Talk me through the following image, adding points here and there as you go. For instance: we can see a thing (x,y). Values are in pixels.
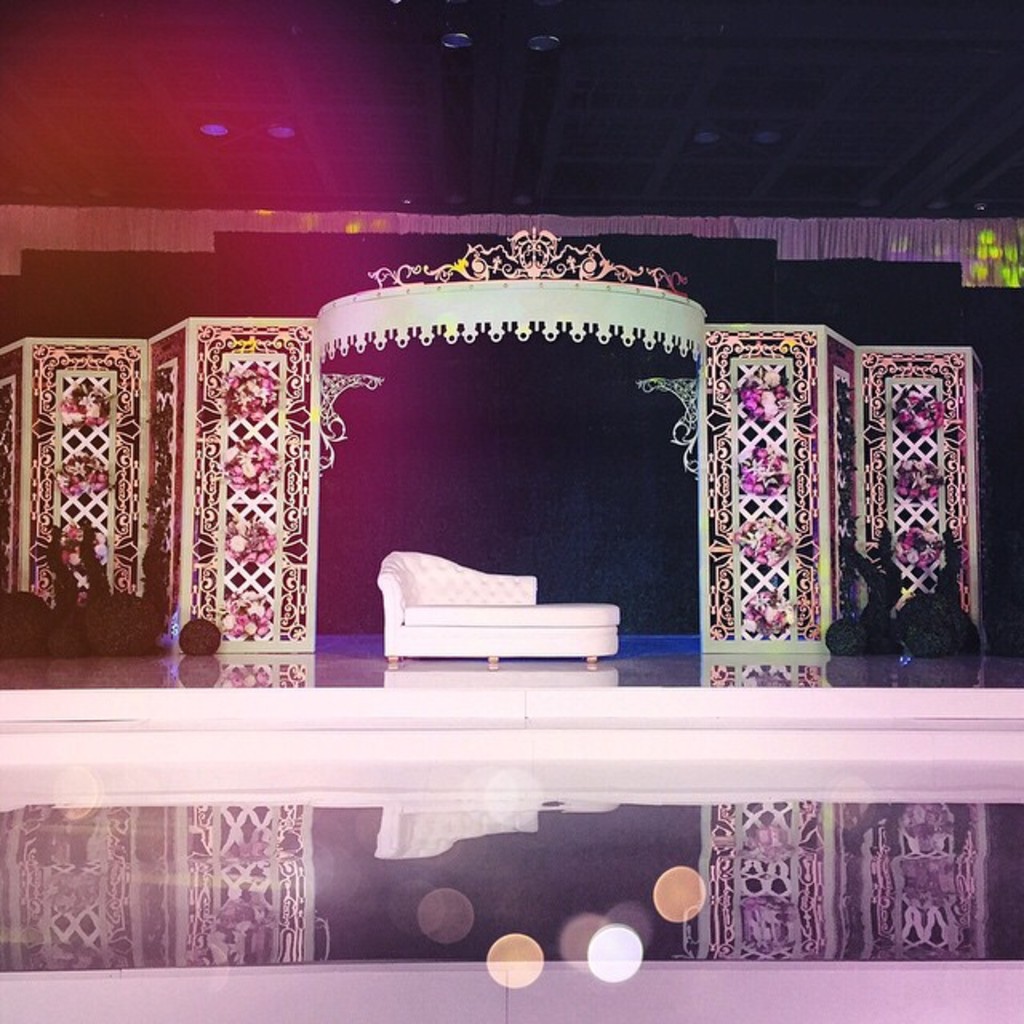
This is the picture taken in a function hall (459,767), this is looking like a stage (795,657) on stage (778,665) there is a white color sofa (459,613) and the background (208,433) is decorated with some items (775,436).
